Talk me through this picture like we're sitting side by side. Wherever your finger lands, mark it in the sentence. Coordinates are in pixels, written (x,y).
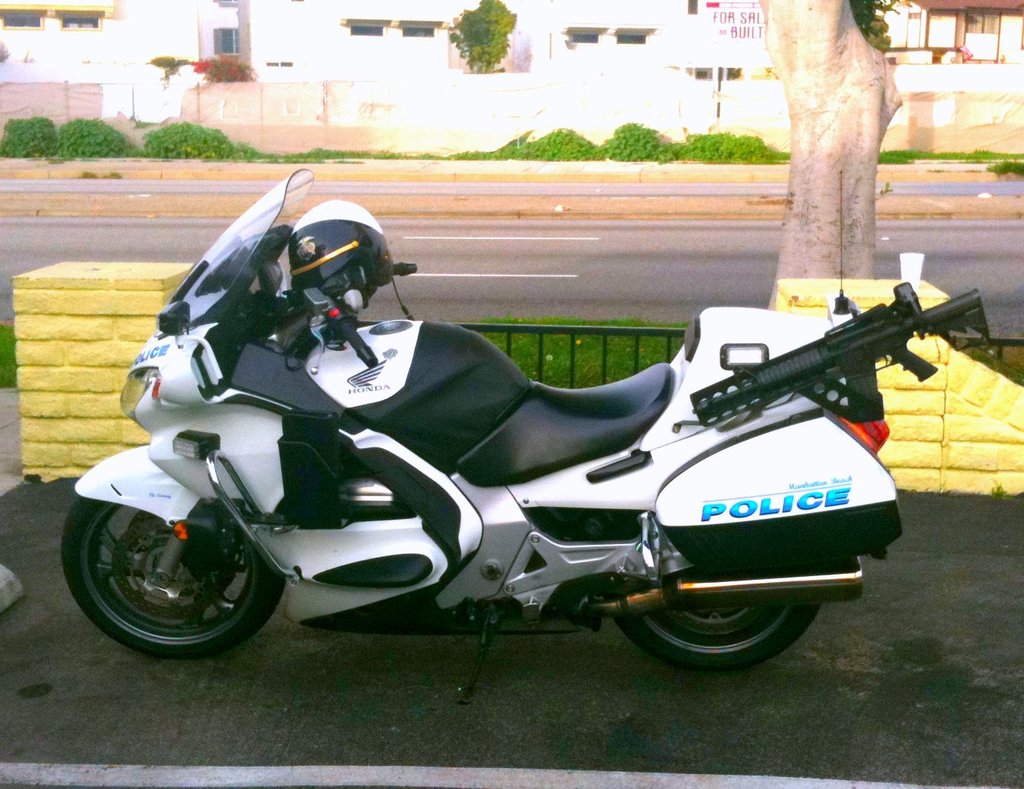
In this image there is a bike (518,556) on a road (757,715), behind the bike (318,305) there is a railing (556,330), tree (814,224) and a road (272,186), in the background (80,129) there are plants (71,139) and building (655,61).
